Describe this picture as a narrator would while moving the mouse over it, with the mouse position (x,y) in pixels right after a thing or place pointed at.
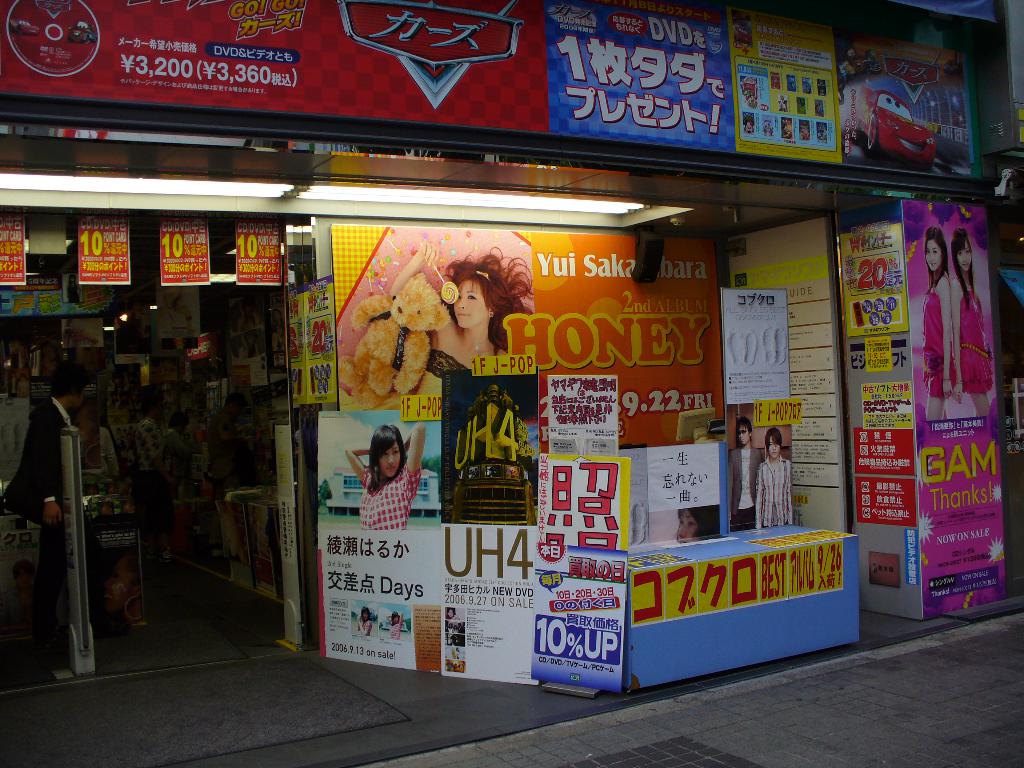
In the image we can see a shop (695,374), here we can see posters (572,322) and on the posters (924,350) we can see text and pictures (924,400). Here we can see the road (932,763), lights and we can see a person (39,462) standing, wearing clothes (46,478).
